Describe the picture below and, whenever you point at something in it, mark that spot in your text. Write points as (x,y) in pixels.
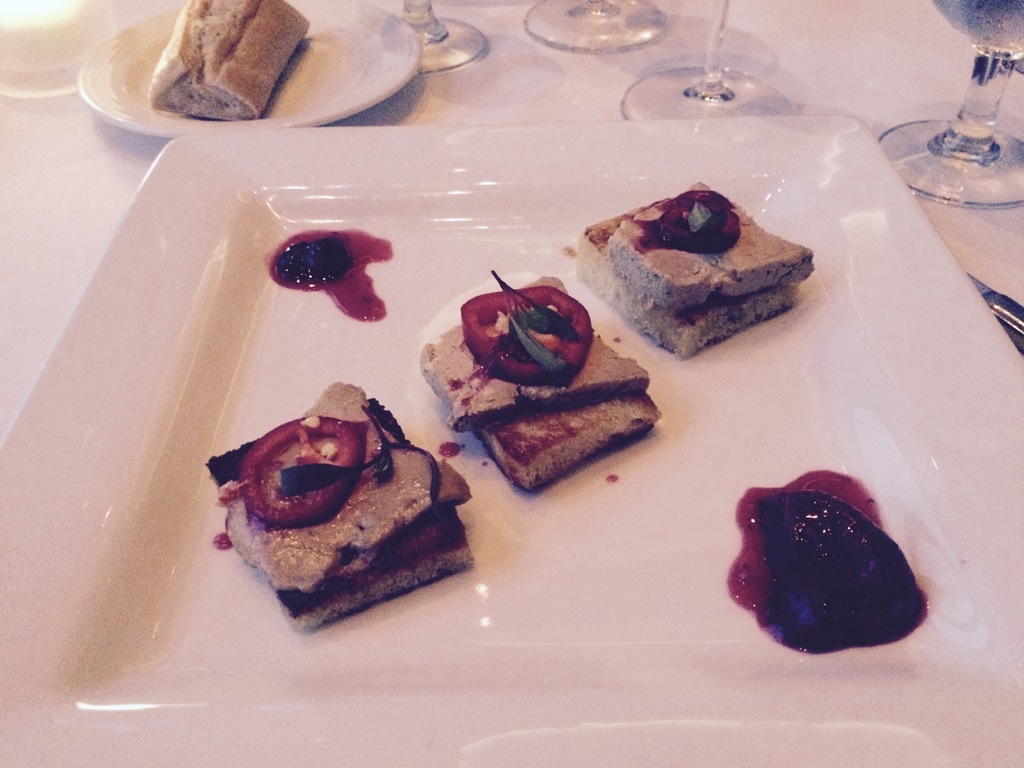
In this image I can see food items (368,452) in a white plate (962,751). There are wine glasses (458,38) and a plate (92,105) at the back (994,18).
